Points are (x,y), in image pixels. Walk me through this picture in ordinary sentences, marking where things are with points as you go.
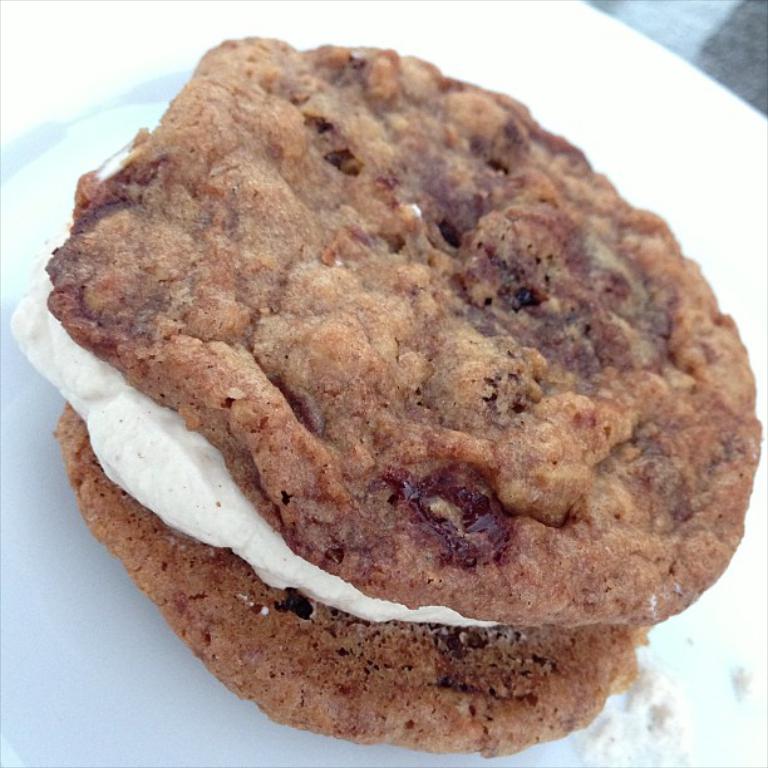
On this white plate (723,733) we can see a food (380,397). It is brown and white color.
